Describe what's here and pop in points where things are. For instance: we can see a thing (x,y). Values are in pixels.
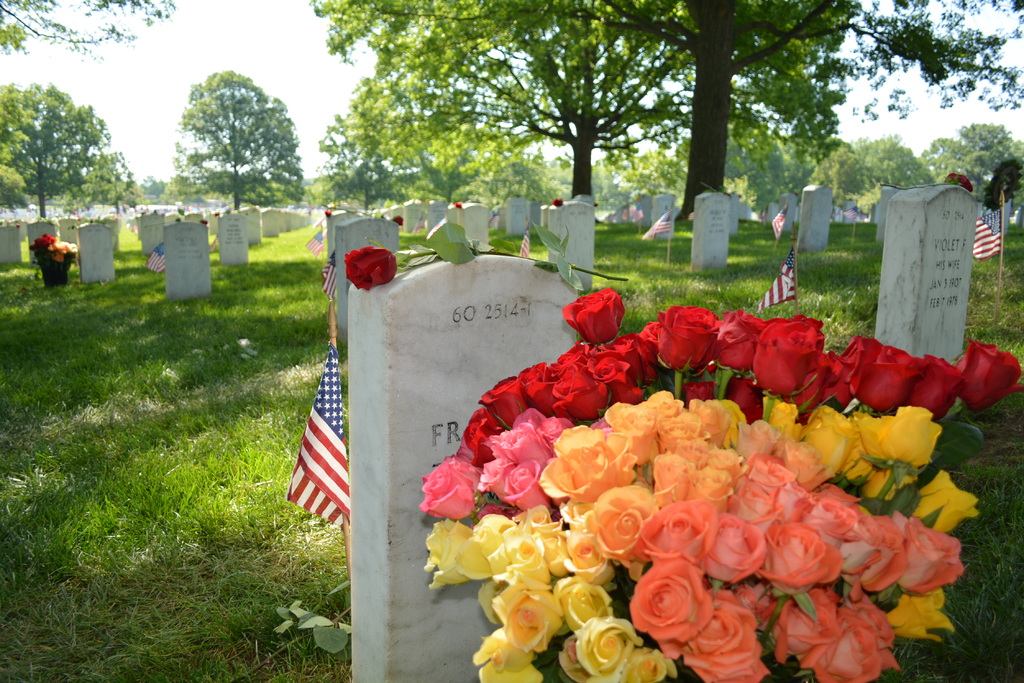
In this image, we can see rose flowers (761,494), flags (985,219), cemeteries (408,423) and grass (55,624). Background (976,131) there are so many trees (450,136) and sky (250,58).
